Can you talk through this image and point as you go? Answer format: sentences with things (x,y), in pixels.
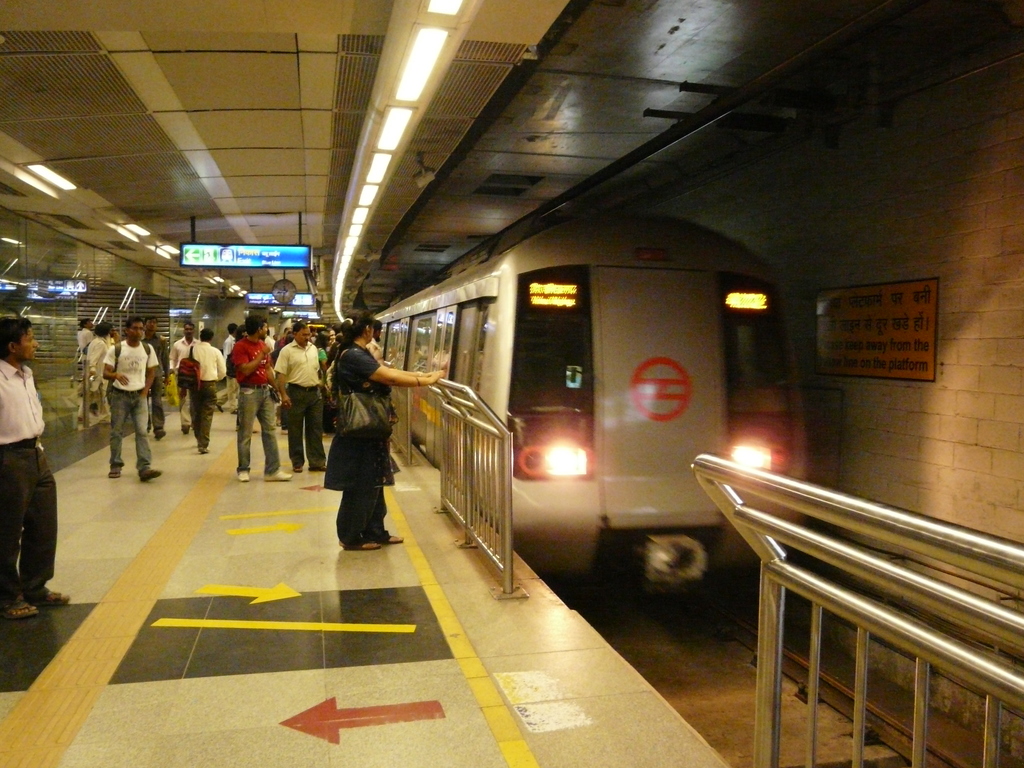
In this image, we can see a train (566,541) and the track (694,663). We can also see the fence (781,518) and the ground (496,575). There are a few people (247,471). We can see some display screens (272,304) and a clock (290,297). We can see the roof (322,294) with some lights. We can also see the glass (77,282) and some stairs (87,294).
